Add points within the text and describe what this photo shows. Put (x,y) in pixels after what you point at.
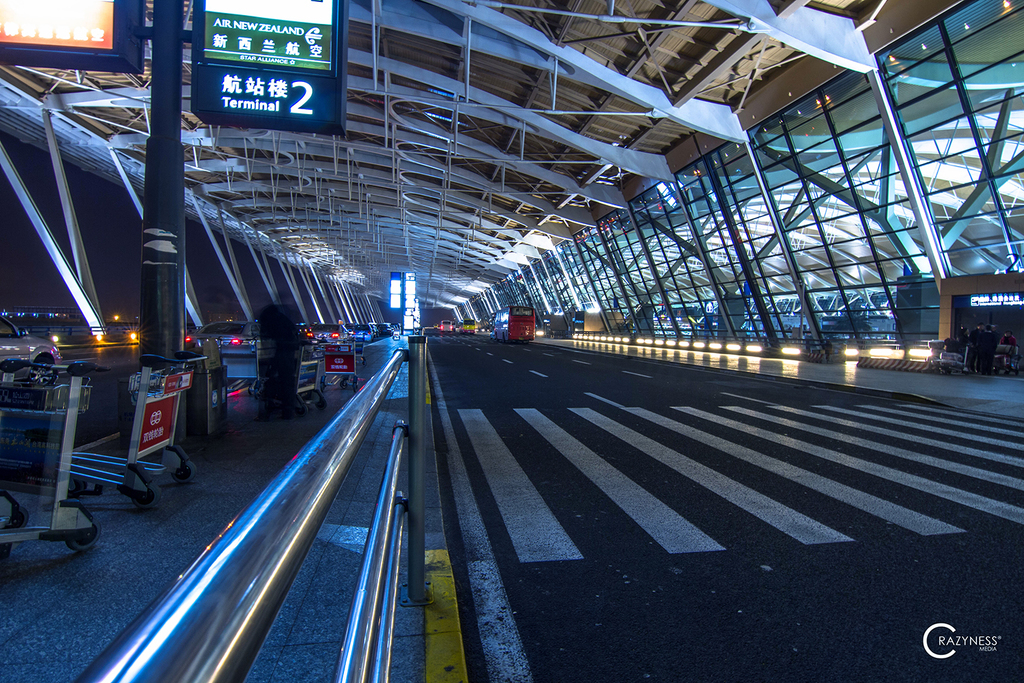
This image consists of a road (910,502). On the left (267,570), we can see handrail (343,662) and trolleys (70,403). At the top (466,107), there is a roof (518,126) made up of metal (614,143). It looks like an airport (379,386).
